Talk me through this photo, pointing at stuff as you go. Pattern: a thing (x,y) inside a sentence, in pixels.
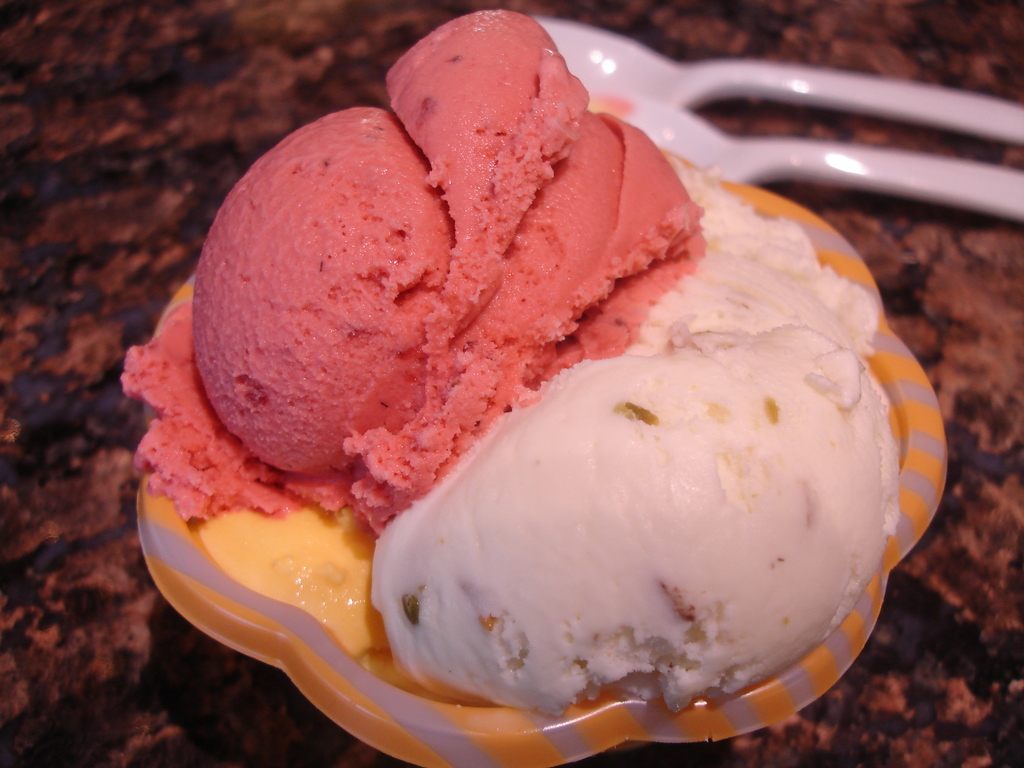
As we can see in the image there is a table (134,169). On table (146,192) there is a bowl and white color spoons (714,90). In bowl (438,711) there is an ice cream (506,286).
